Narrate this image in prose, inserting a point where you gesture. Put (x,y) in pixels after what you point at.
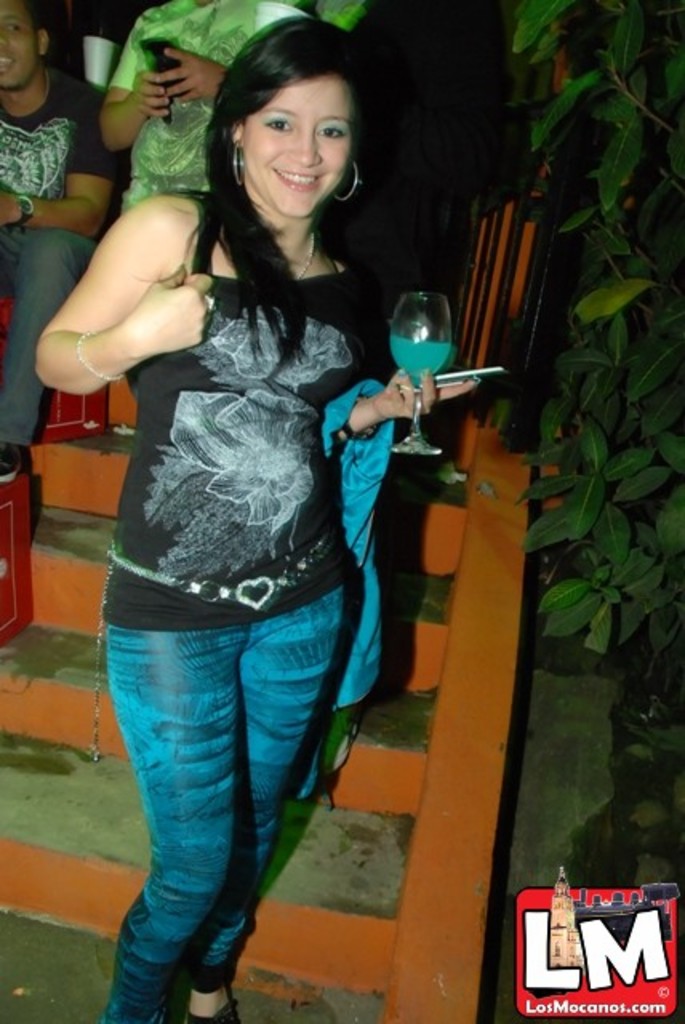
There is a girl (296,277) standing in front of the steps (112,809) holding a glass of drink (402,316).
